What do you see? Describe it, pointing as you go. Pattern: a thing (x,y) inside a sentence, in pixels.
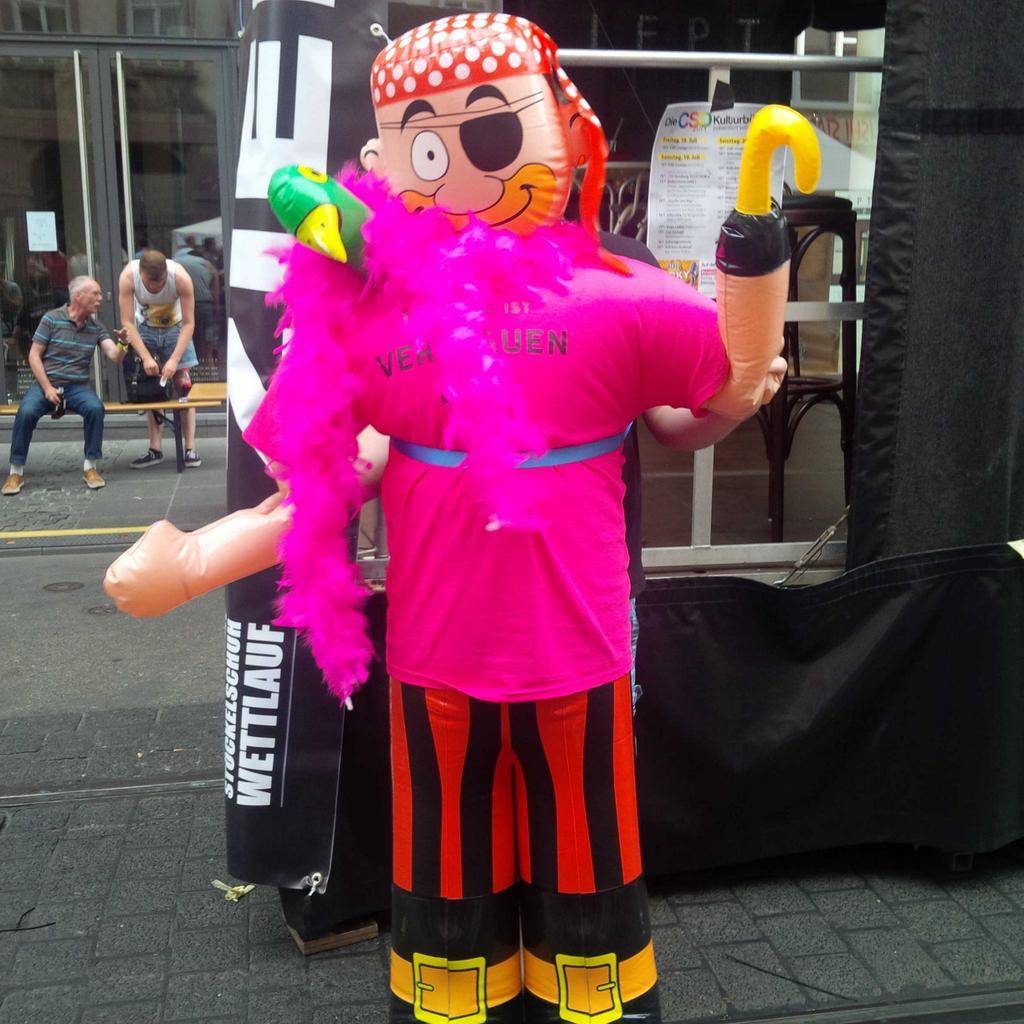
In the middle of this image (578,584), there is a doll (492,802). Behind this doll (367,402), there is a person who is holding this doll (536,345). In the background (862,448), there is a black color object (985,452), there are two persons (161,271), a poster (672,139) and a building (178,49) which is having glass doors (169,73).
